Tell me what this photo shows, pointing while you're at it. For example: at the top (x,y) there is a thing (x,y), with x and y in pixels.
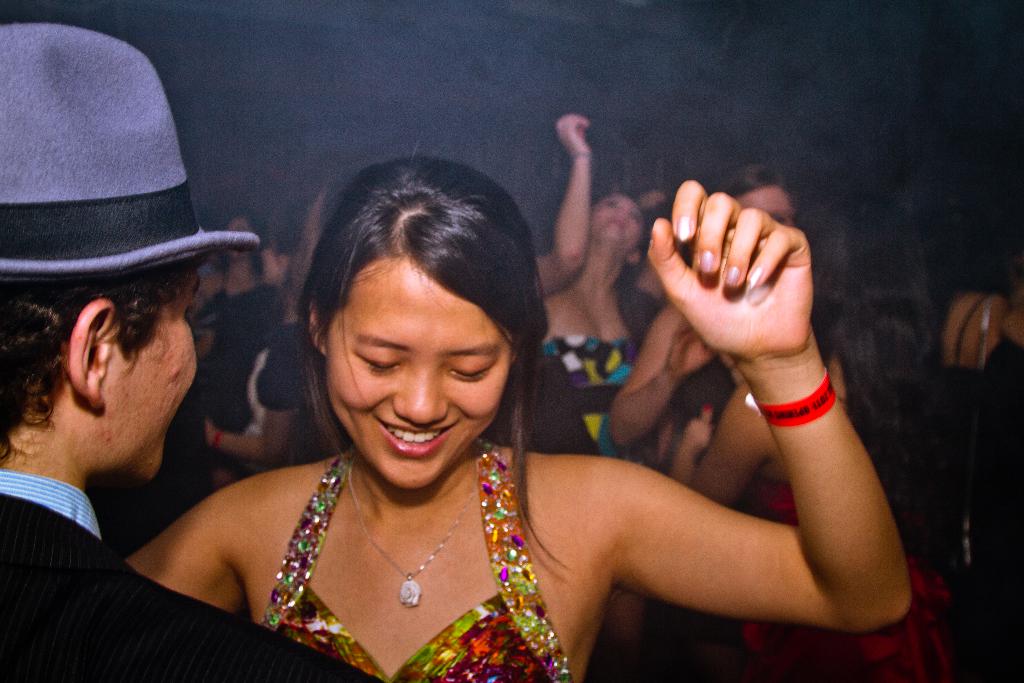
In the foreground of this image (77,383), on the left (77,412) there is a man (70,342) wearing hat (138,208) and a woman (573,478) in front of him. In the background (607,354), there are people (608,262) in the dark.
